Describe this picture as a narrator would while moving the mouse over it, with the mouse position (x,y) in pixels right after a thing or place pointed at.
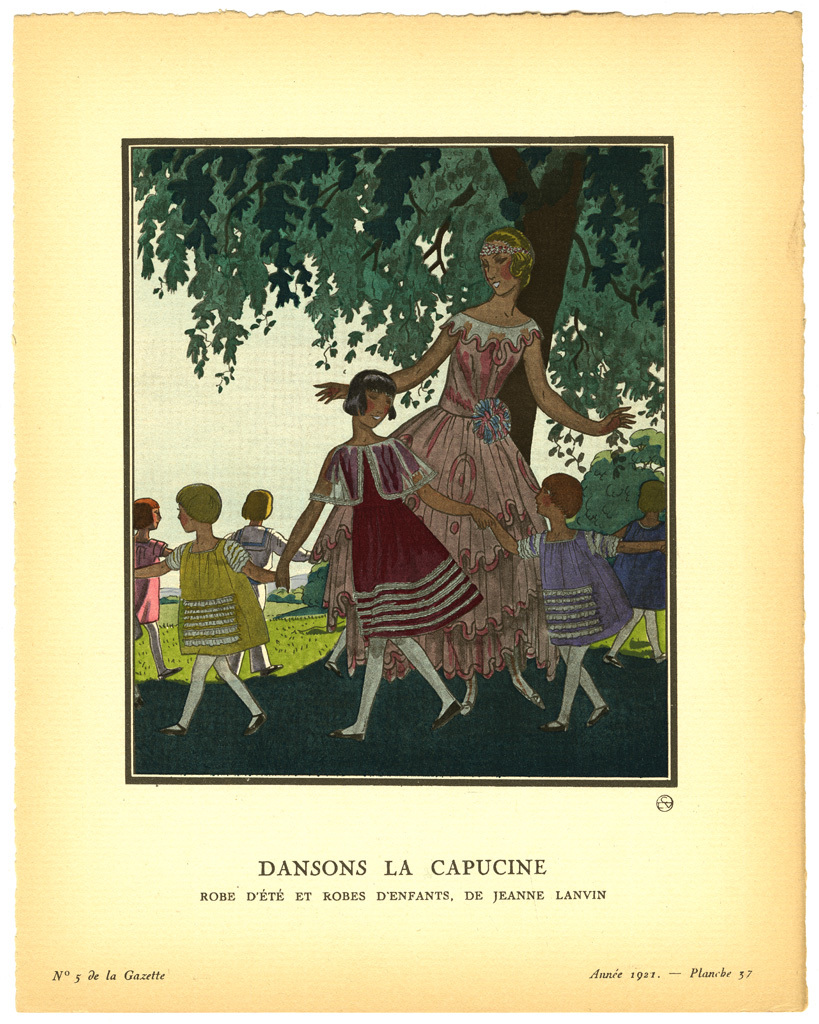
In this image we can see a poster (418,607) with some text (410,869) written on it, also we can see images (322,504) of a few people (345,497) playing under the tree (414,350).
